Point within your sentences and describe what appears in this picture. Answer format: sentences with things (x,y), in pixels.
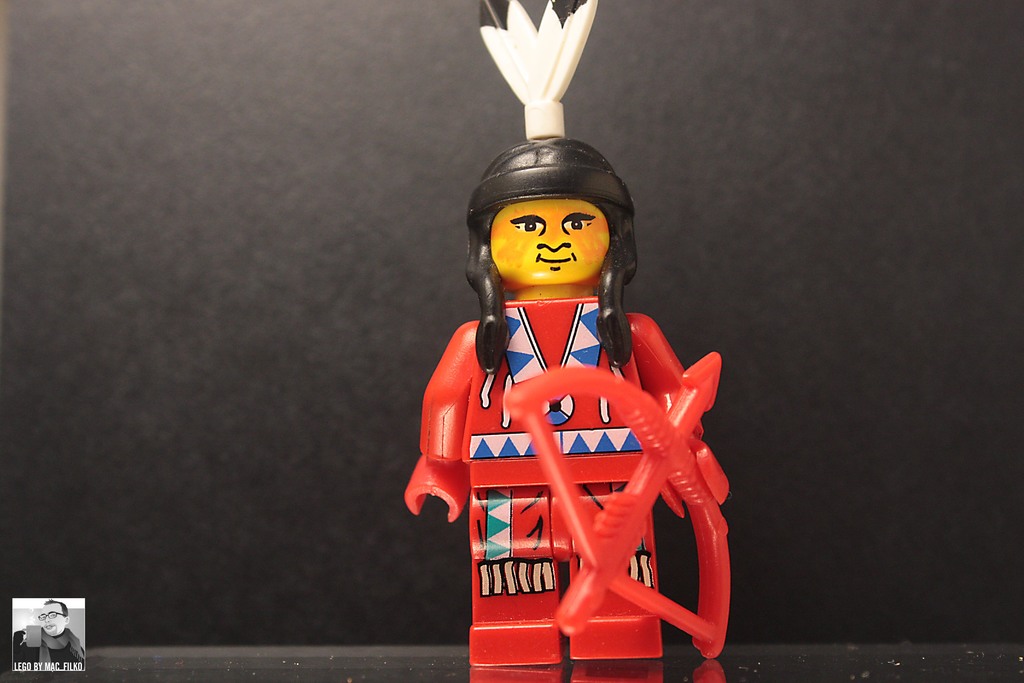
In this image we can see a Lego toy of a person (632,253) holding a bow (719,624) and arrow (636,501), it is placed on a surface (502,682) and on the bottom left corner of the image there is a logo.
